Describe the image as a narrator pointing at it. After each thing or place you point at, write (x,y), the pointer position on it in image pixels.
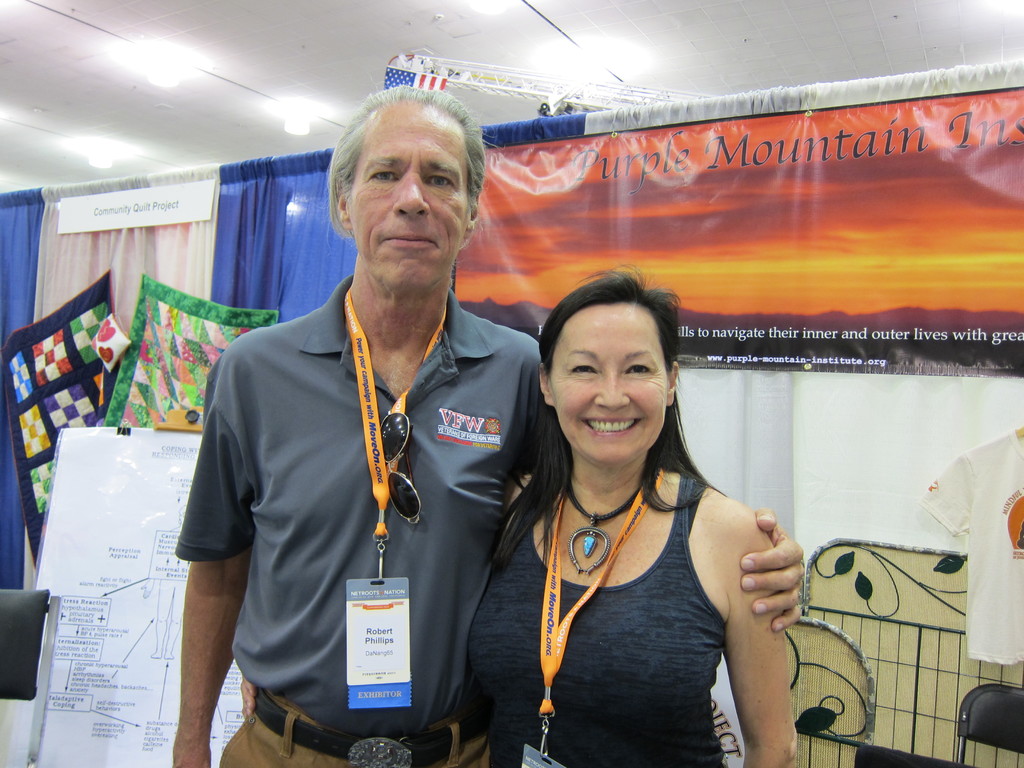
In the center of the image (378,427) there is a man (378,444) and woman (528,569) standing. In the background (35,307) we can see board (57,522), wall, clothes (154,313), curtain (128,313), poster (755,331), t-shirt (943,513) and chair (21,668).
